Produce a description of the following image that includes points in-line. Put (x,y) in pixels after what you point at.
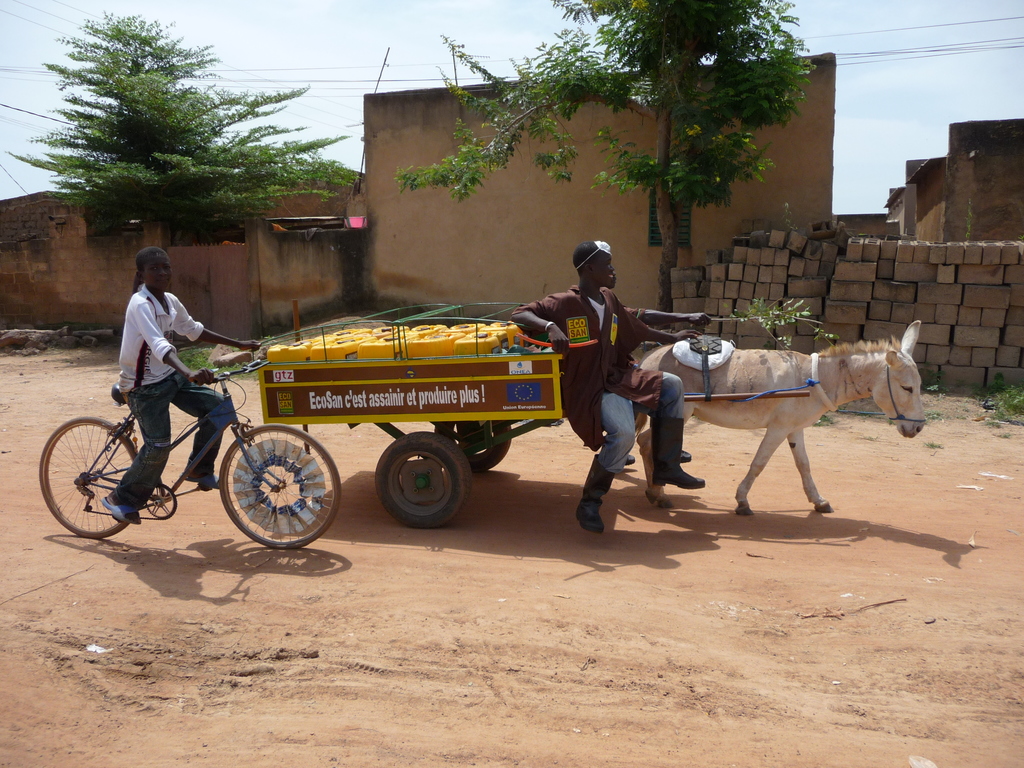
This picture is clicked outside. In the center (489,354) we can see a cart (437,394) containing some items (463,342) is attached to the donkey (724,373) and we can see the two persons (620,353) sitting on the cart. On the left (166,348) there is a person (167,357) riding bicycle (161,494). In the background (915,122) there is a sky (918,79) and we can see the cables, trees (565,105) and some houses (43,251).
